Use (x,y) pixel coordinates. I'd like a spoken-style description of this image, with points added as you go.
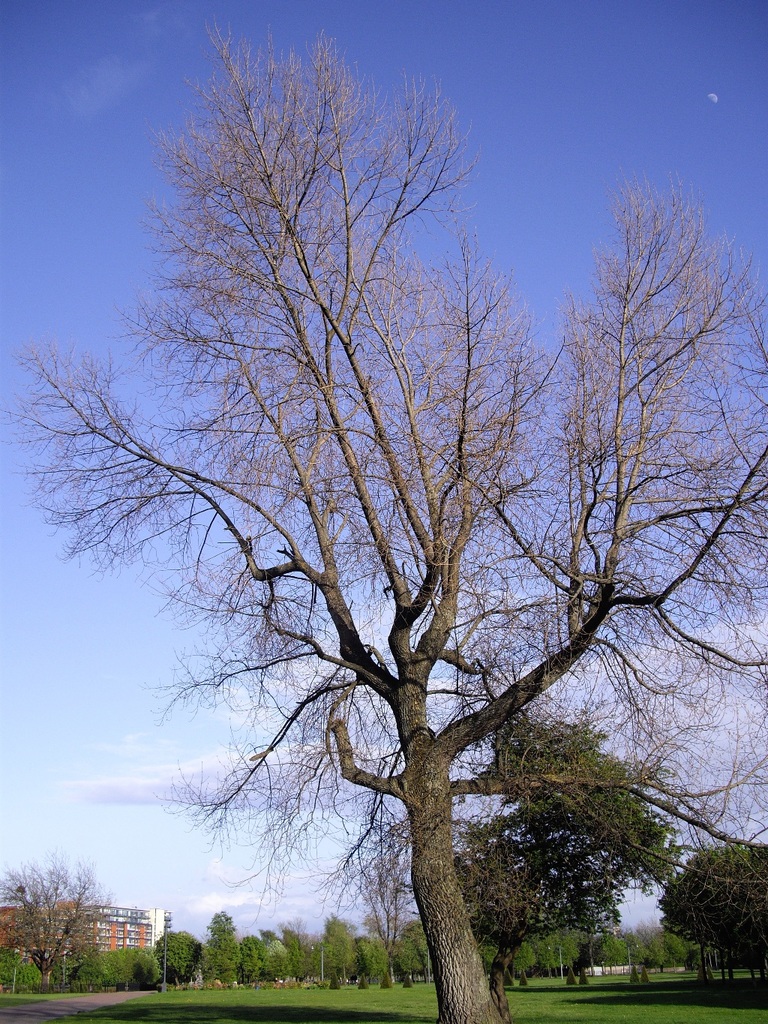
In this picture we can see the grass (275,1006), trees (398,840), building (118,920) and in the background (181,354) we can see the sky (161,350).
